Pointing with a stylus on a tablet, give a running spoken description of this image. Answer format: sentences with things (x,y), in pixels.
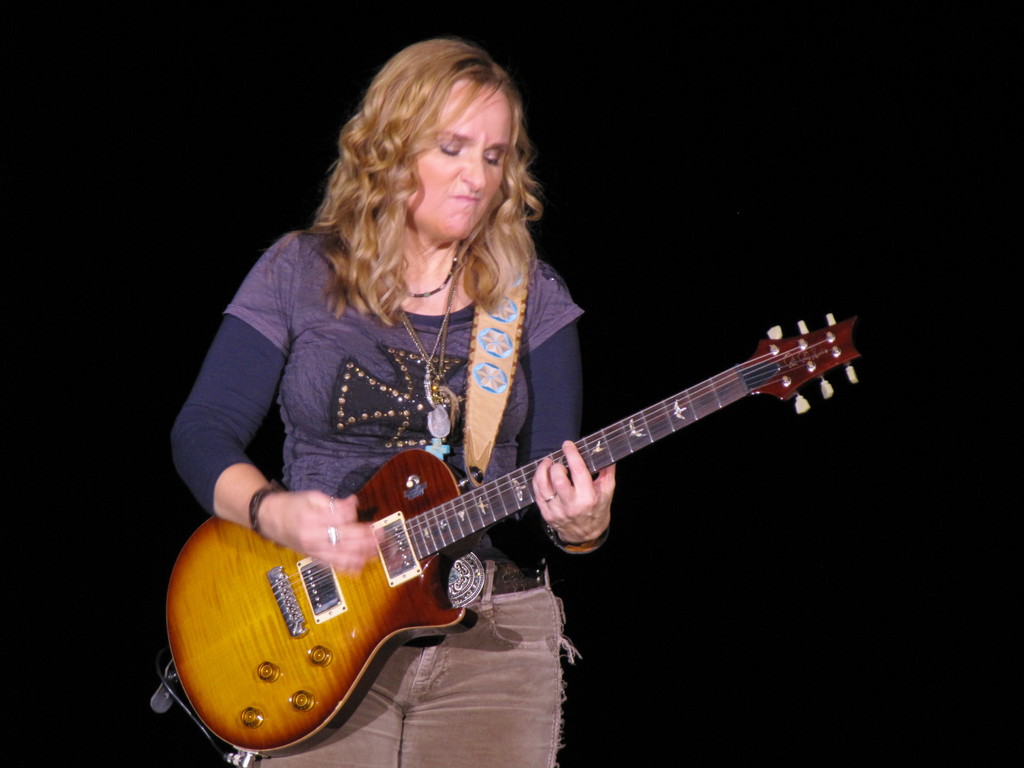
In this picture there is a woman (315,407) with long hair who is holding a guitar (450,492) and playing it.
